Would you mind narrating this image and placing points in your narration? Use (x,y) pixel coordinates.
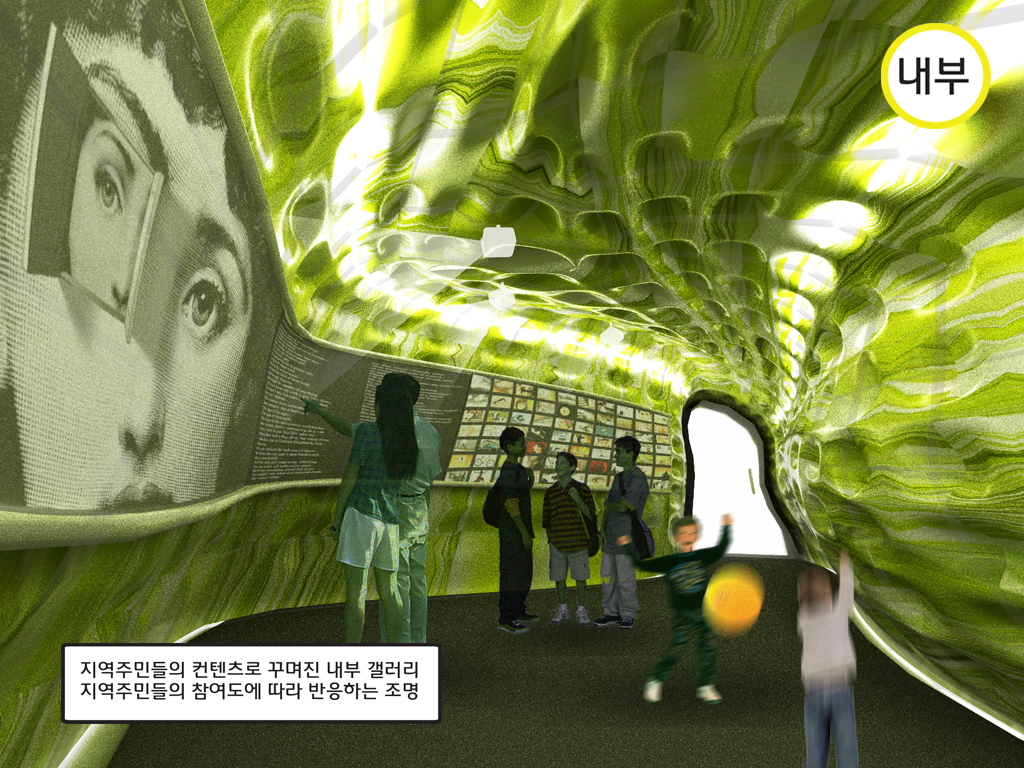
This is an animated picture, we can see there is a group of people (607,557) and in front of the people (359,495) there is a board (492,387) and at the top (387,139) there are lights (784,291). On the image there is a watermark (923,95).
